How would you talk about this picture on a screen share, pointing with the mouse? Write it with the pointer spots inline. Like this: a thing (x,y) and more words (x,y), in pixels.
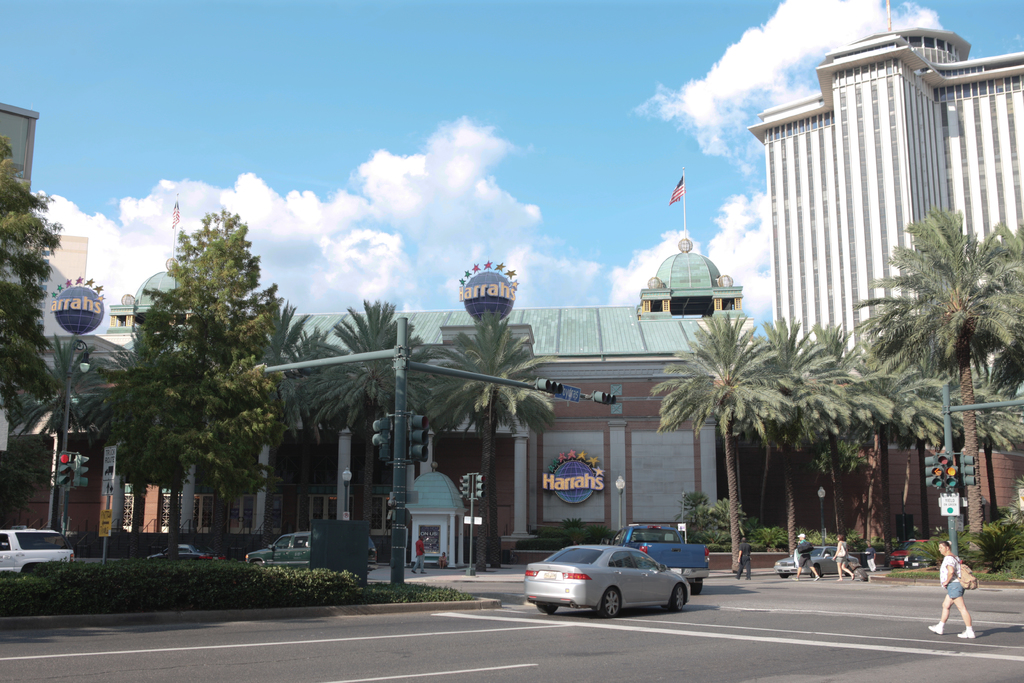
In this image we can see a few buildings (573,513), few vehicles (681,549) and persons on the road (419,633), there we can see few trees (370,415), poles (619,508), traffic signals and two flags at the top of one of the buildings (608,334), there we can see a name (62,305) of the circular object (75,306) with some star symbols (89,280).
